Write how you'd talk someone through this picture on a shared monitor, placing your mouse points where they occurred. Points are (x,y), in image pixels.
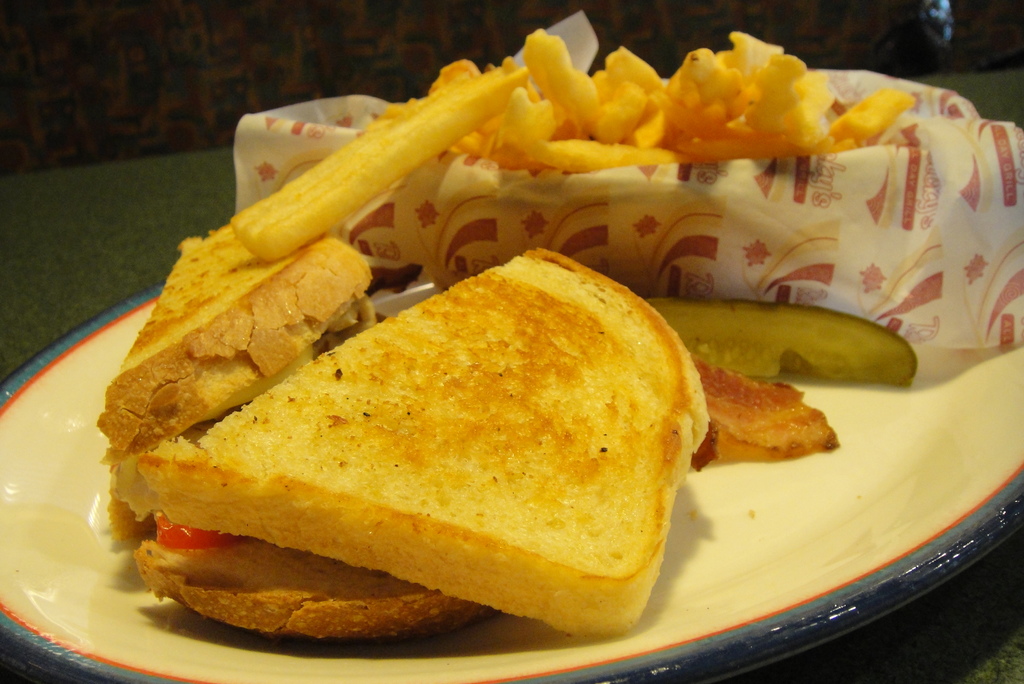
In this image, we can see some food (597,315) on the plate (701,490) which is on the table (136,242).
